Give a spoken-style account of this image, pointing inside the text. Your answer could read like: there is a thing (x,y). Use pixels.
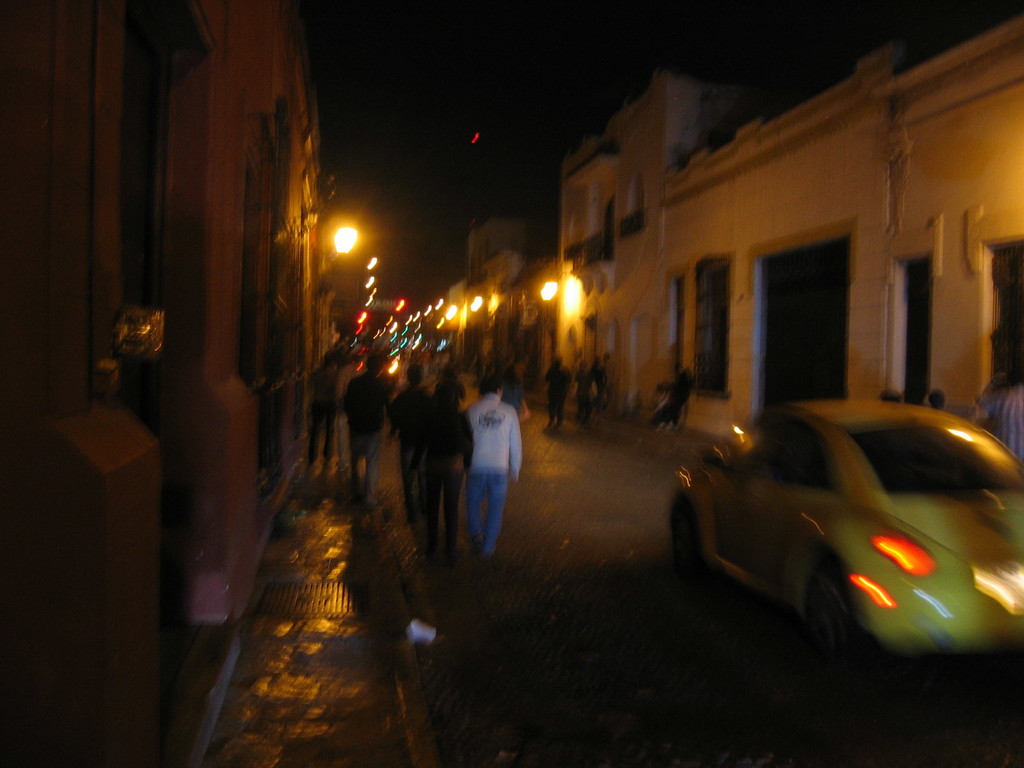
In this image there is a car (877,617) on a road (628,621) and few people (457,456) are walking, on either side of the road (638,499) there are buildings (500,326) and lights (549,286).
